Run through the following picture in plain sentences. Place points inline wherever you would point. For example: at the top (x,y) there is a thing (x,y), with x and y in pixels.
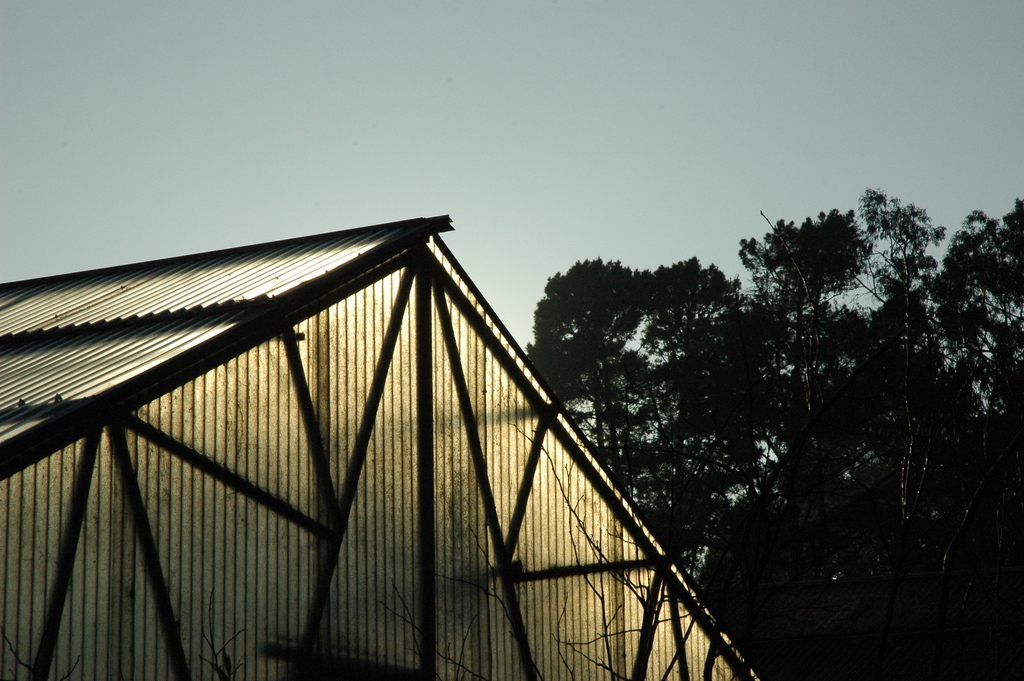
In this image we can see a shed (355,606). There are many trees (799,501) in the image. We can see the sky (512,94) in the image.
